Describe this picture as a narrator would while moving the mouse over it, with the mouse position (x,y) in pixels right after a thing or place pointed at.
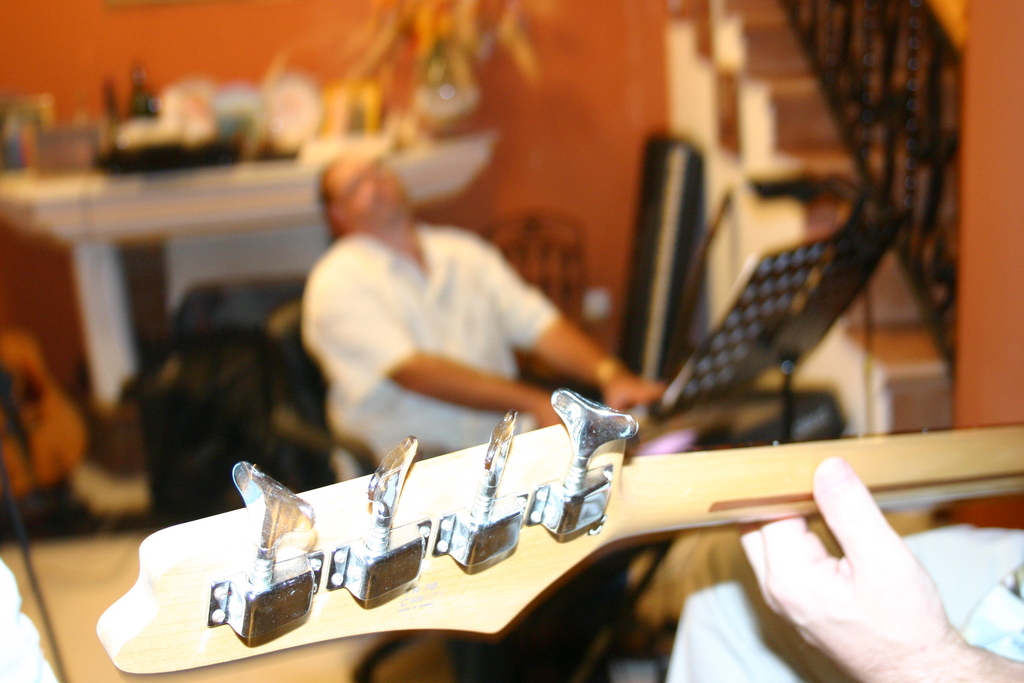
Here we can see a man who is playing some musical instruments (708,435). This is floor (64,551) and there is a red color wall (569,145). Here we can see a staircase (880,31). And this is guitar head (424,516) and these are the tuners (504,511).
